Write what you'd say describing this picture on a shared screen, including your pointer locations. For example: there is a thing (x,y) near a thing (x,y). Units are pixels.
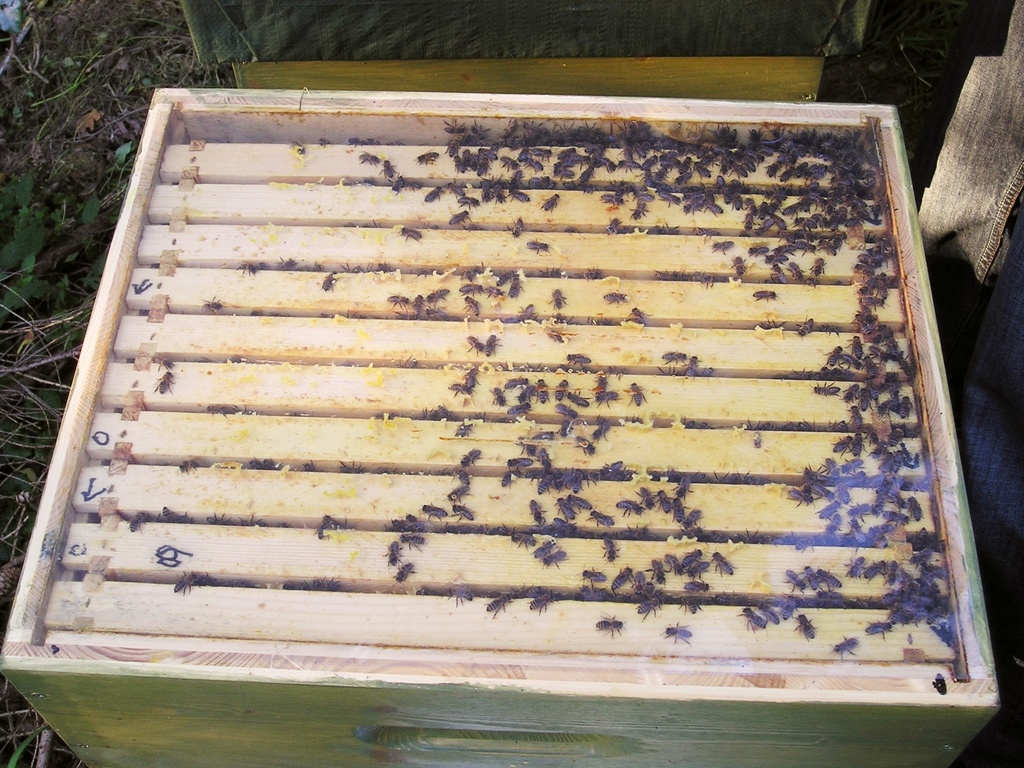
In this image in front (583,660) there are bees (431,525) on the beehive (325,510). At the bottom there is grass (74,112) on the surface (68,167).
